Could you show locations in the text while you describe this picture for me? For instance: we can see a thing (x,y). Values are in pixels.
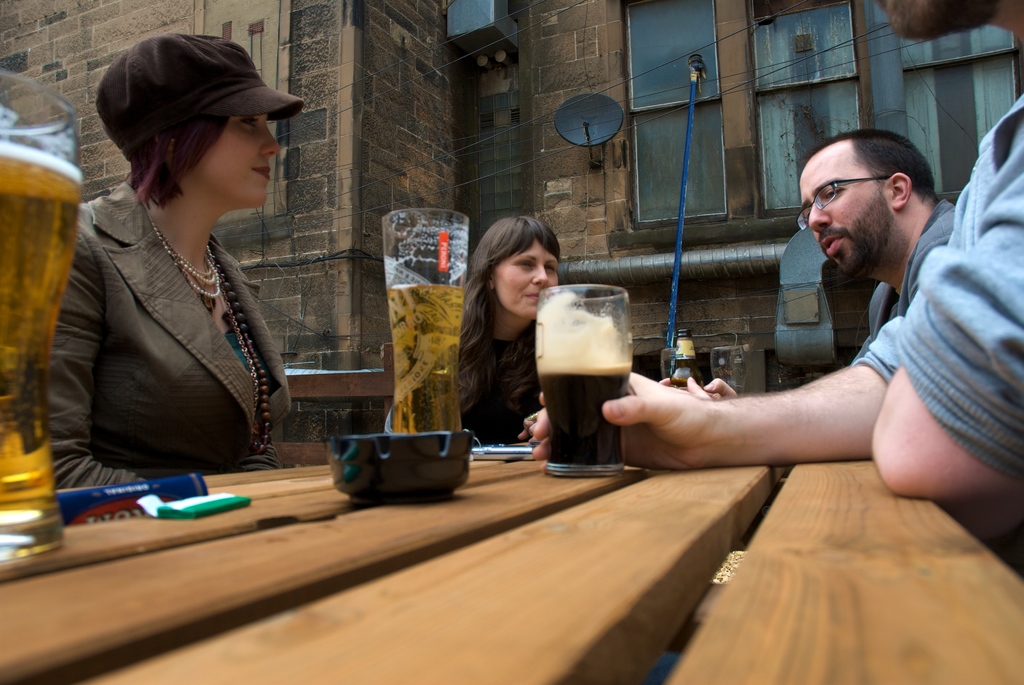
There are so many sitting around the table (21,684) holding a glass of drinks (600,466) and beer (696,372).
